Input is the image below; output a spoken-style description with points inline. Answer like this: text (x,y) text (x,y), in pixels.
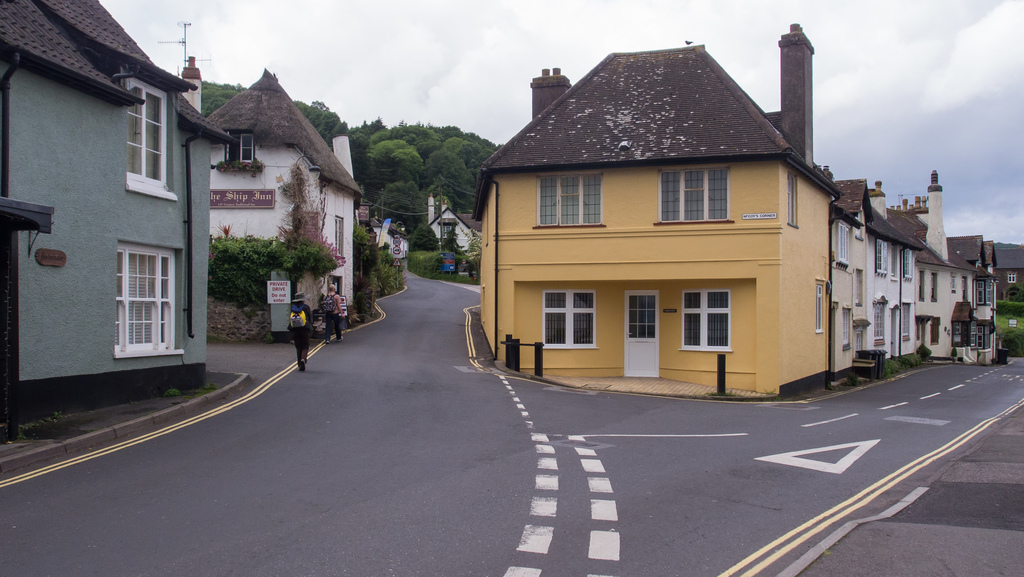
In the middle of the image (421,209) we can see some buildings (611,233), trees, plants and three persons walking on the road (434,338). At the top of the image (973,17) there are some clouds (226,6) in the sky (176,16).
